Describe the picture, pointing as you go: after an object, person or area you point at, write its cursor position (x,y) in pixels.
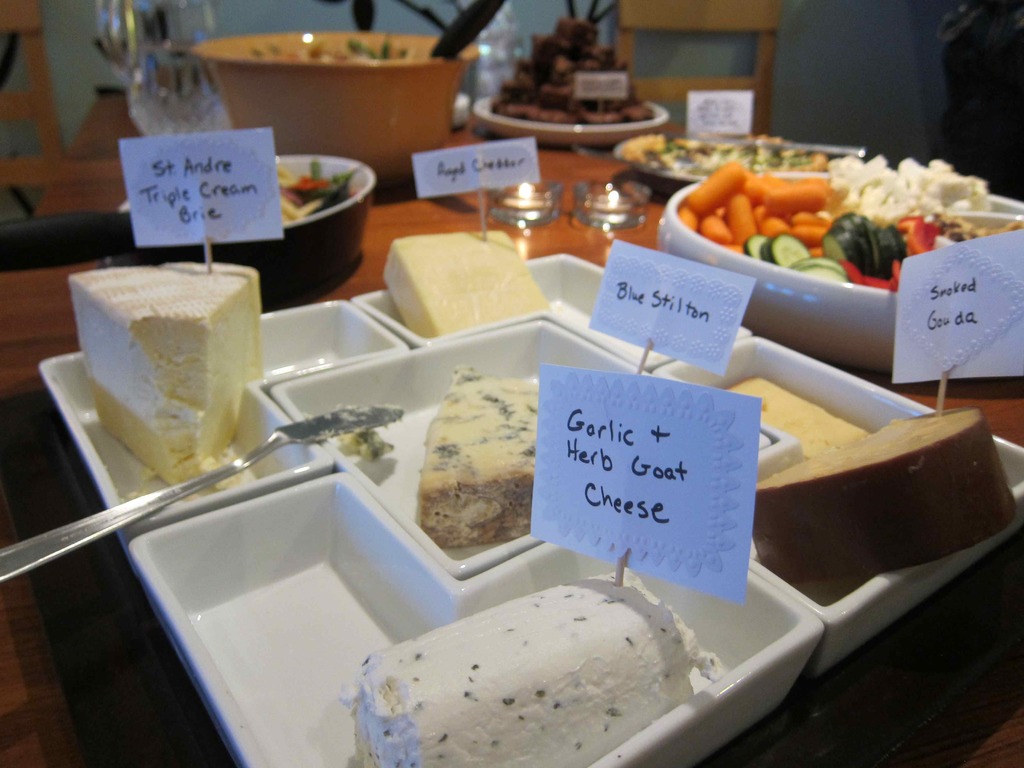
In this image there is food (525,285) on the plate (788,452) and there are vegetables (814,208) and there are glasses (139,78).
